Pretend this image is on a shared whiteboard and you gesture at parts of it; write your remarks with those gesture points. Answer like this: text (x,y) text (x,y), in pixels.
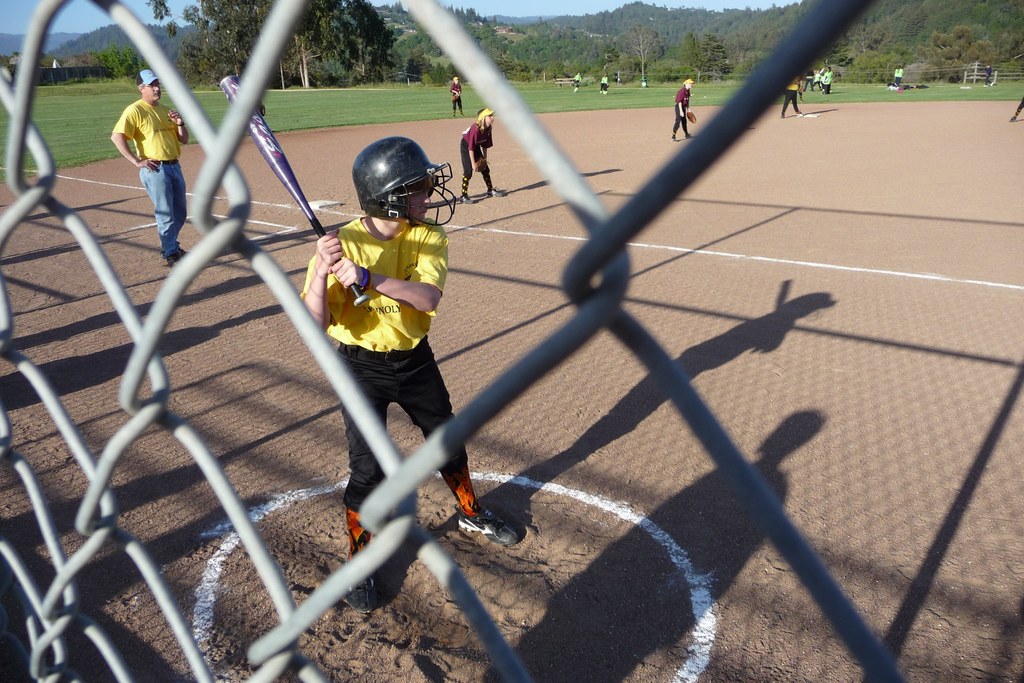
In this image we can see few people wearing sports dress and playing and among them one boy (378,418) holding a baseball bat (304,211) and we can see the fence (812,52). There are some trees (44,58) and grass (388,113) on the ground (76,145).
